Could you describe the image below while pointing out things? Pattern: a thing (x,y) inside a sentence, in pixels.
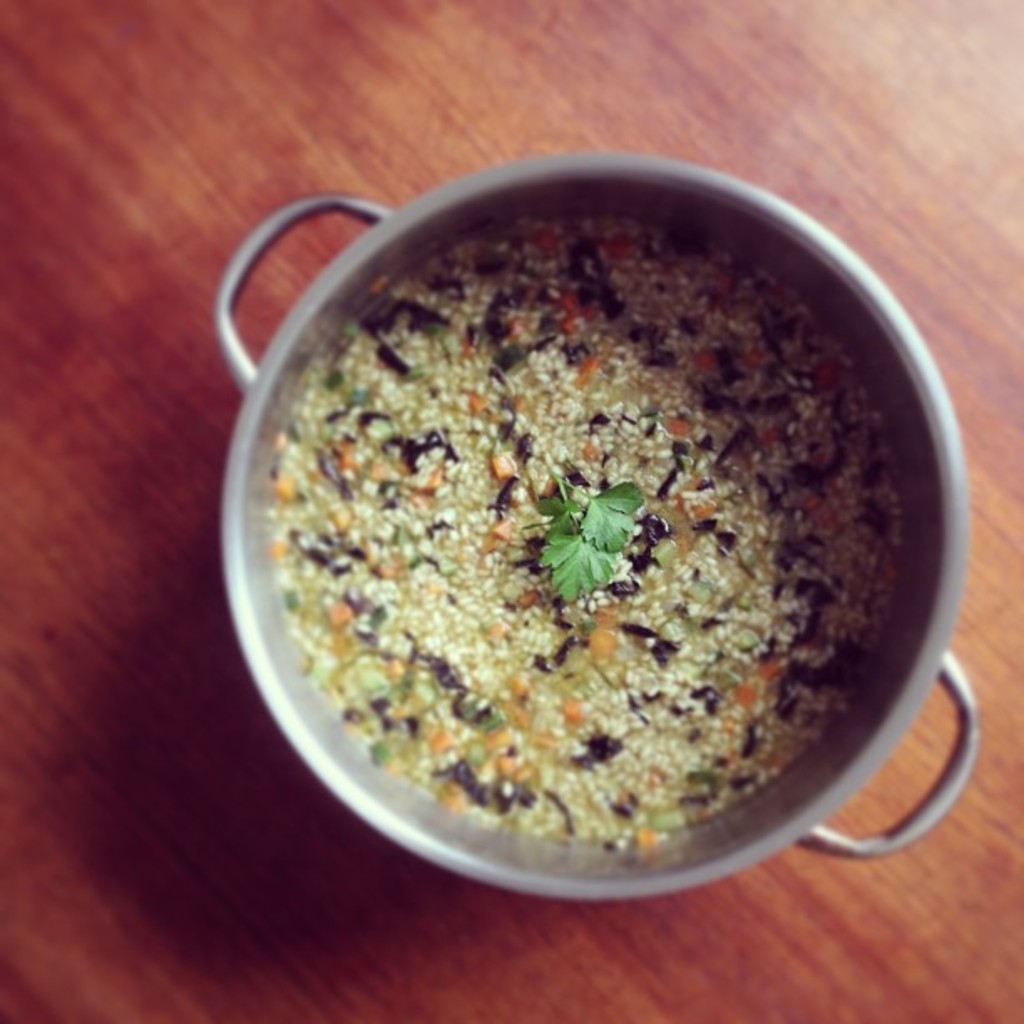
In this picture there is an edible (655,494) placed in a vessel (749,228) which is on a table (656,145).
